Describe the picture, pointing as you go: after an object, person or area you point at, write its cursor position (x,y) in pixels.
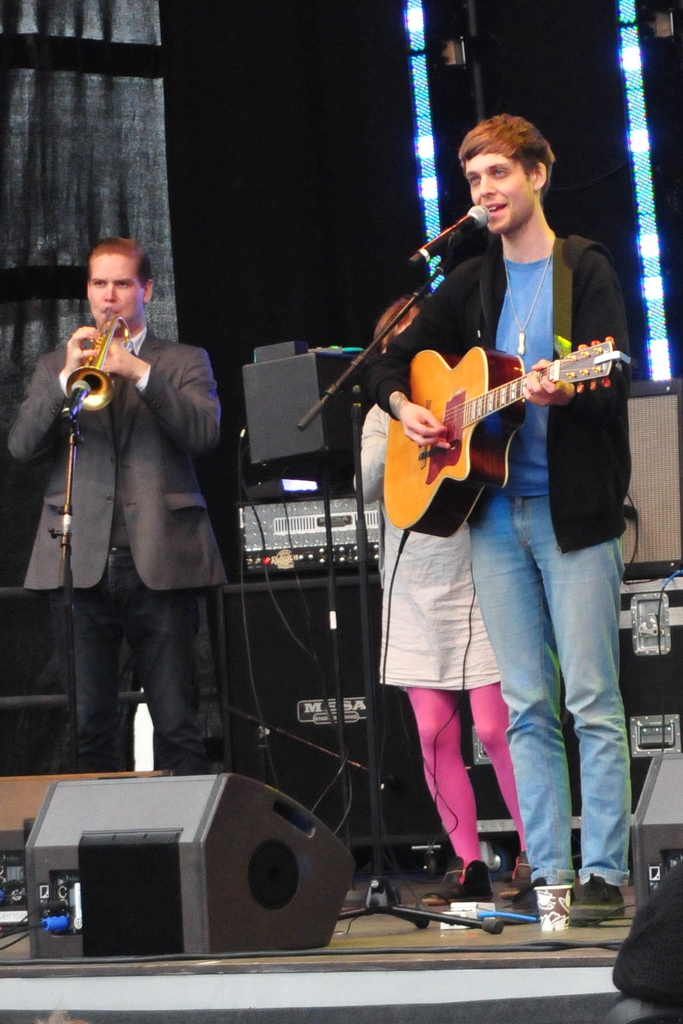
In this image there are three persons (479,505). In front (536,353) the man (522,240) is holding a guitar (486,432) other man (122,407) is playing a musical instrument (125,323). They are on the stage (512,908).
